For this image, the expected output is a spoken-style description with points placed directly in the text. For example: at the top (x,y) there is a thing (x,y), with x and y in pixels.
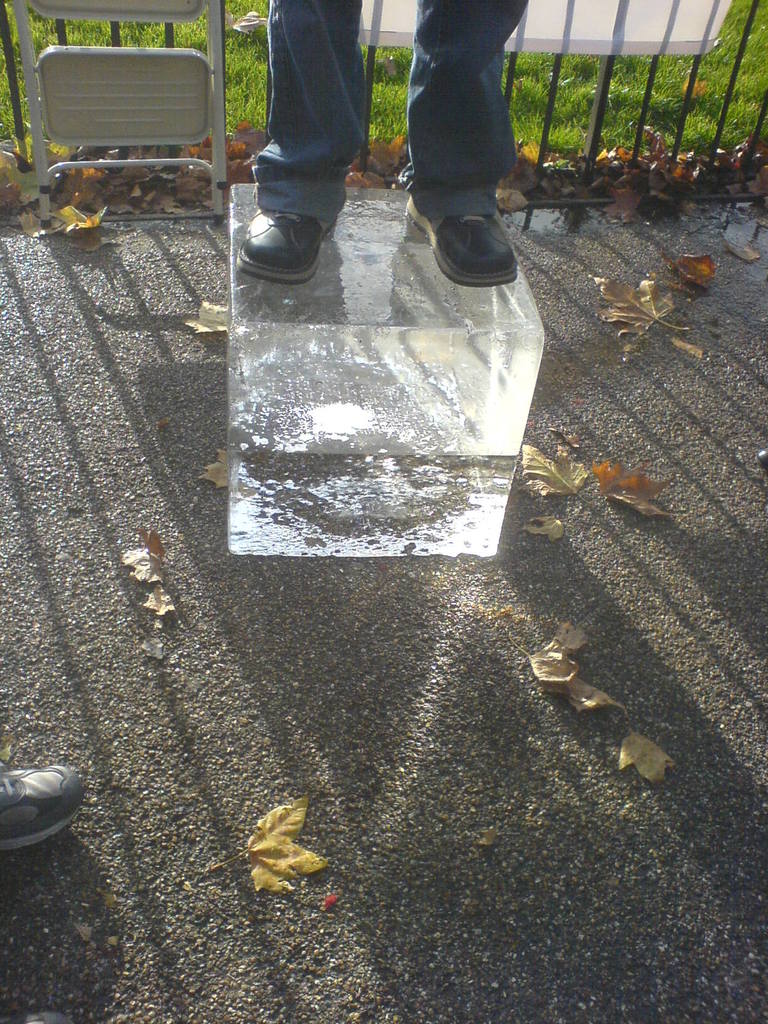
In this picture we can see a person (310,225) standing on an object (411,469). There is another person (37,815) on the left side (16,834). We can see some leaves (26,215) on the road (194,225). Some grass (741,107) is visible on the ground (208,220). There is some fencing (762,112) from left to right.
